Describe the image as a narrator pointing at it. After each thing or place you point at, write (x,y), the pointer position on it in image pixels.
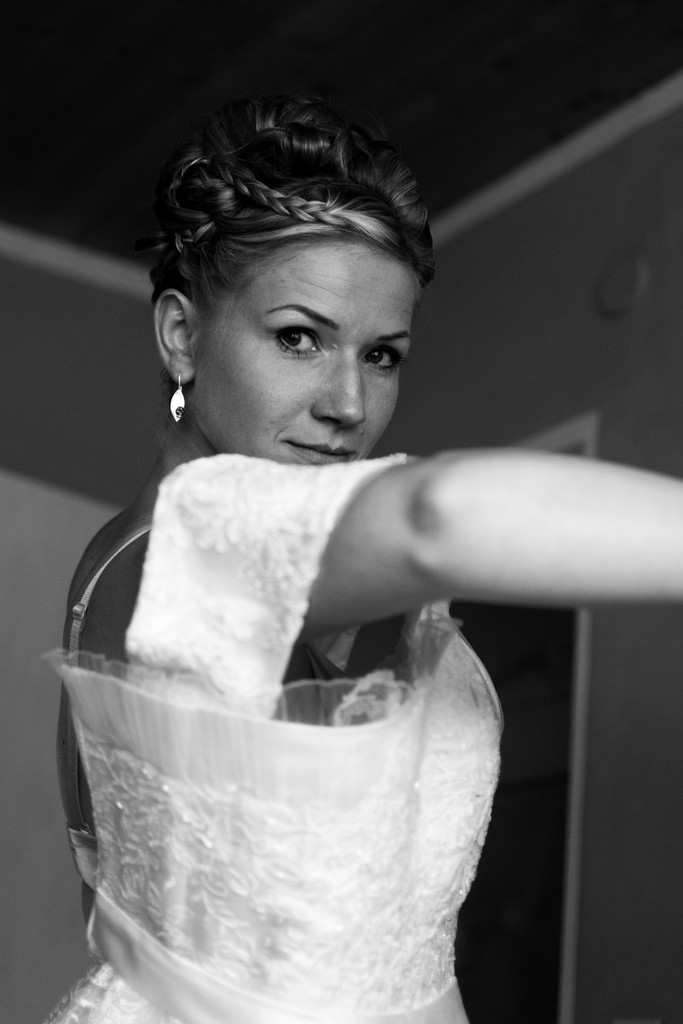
In this image I can see the black and white picture of a woman (266,570) wearing white colored dress (281,813). In the background (497,402) I can see the wall (468,360), the ceiling (476,97) and the door (507,961).
